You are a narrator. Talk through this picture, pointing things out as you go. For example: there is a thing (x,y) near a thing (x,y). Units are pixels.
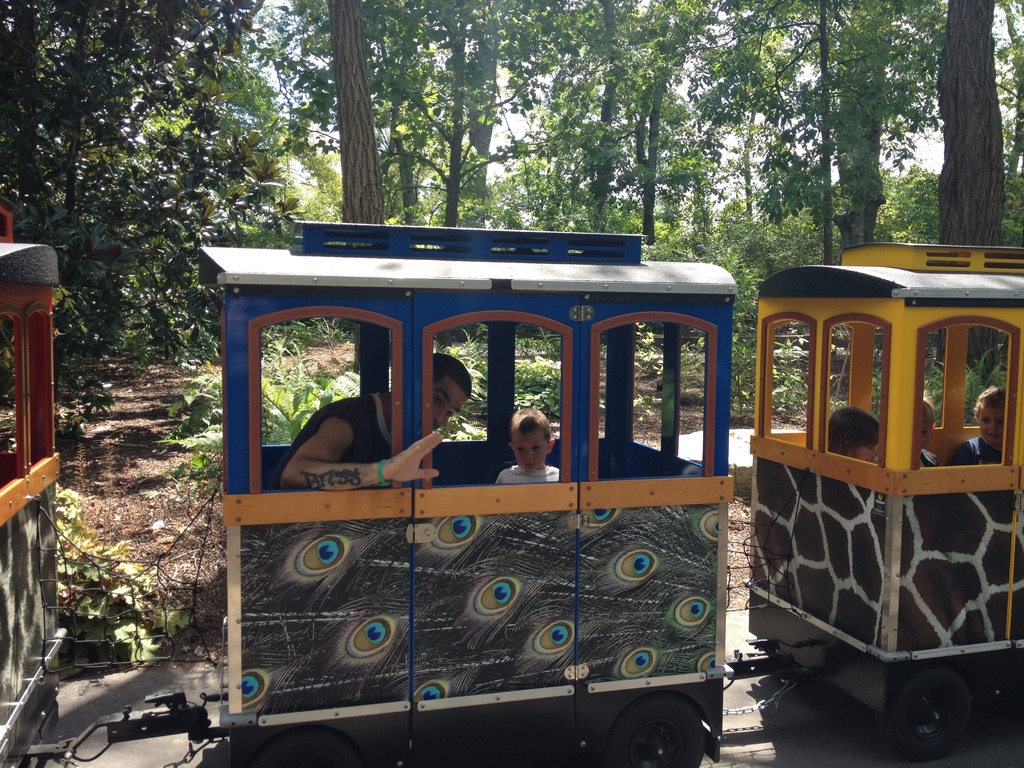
In this picture I can observe train (560,531) moving on the path (723,697). I can observe some people (521,446) sitting in the coaches (593,467). In the background (350,145) there are trees (600,114) and sky (499,87).
